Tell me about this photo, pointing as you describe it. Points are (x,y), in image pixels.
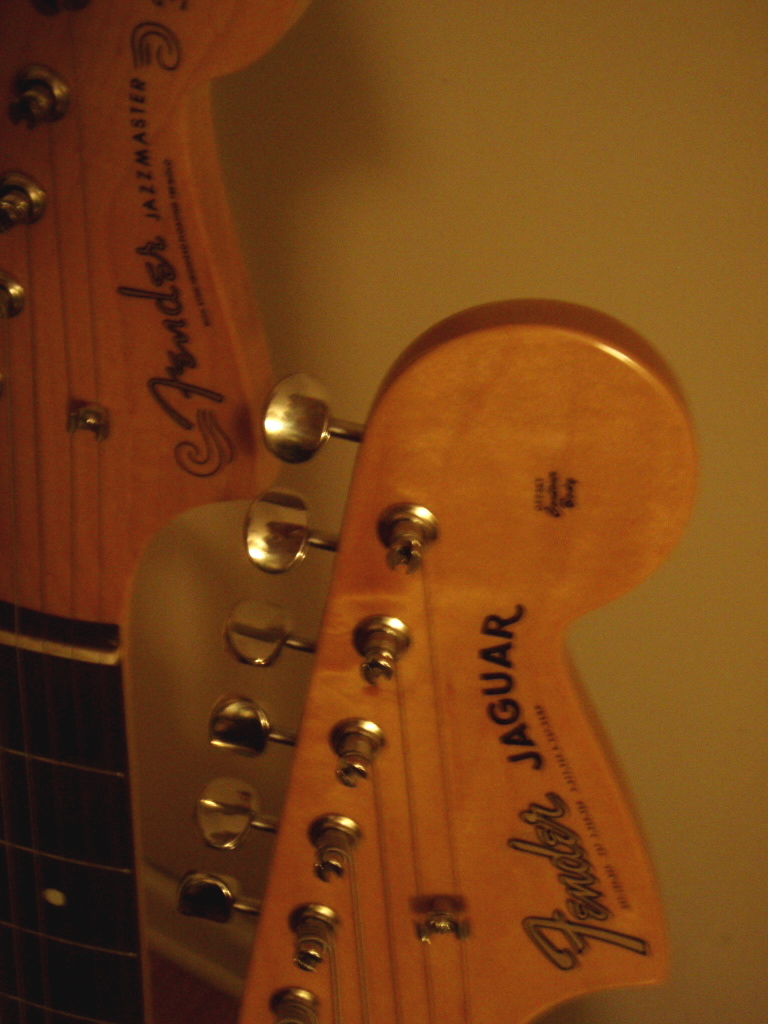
In this picture there is a musical instrument (107,628).
